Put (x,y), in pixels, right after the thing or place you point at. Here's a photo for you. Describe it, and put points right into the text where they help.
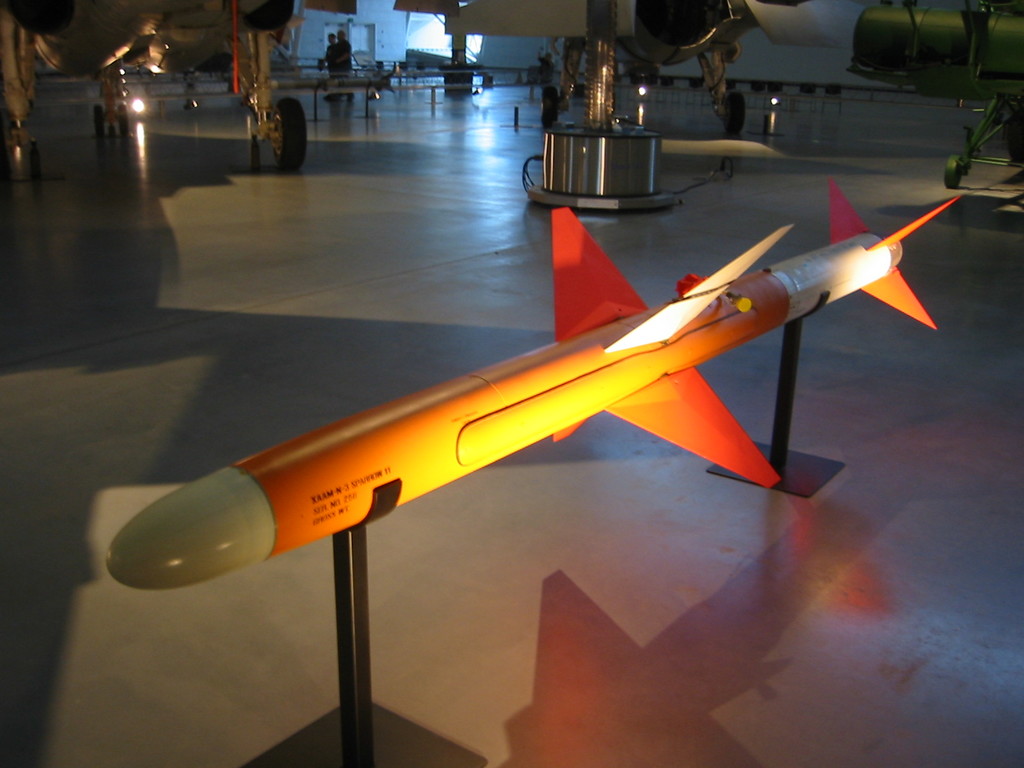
In the picture I can see a rocket missile (476,462) on a black color object (783,456). In the background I can see airplanes (255,85), people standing on the floor (489,156) and some other objects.
